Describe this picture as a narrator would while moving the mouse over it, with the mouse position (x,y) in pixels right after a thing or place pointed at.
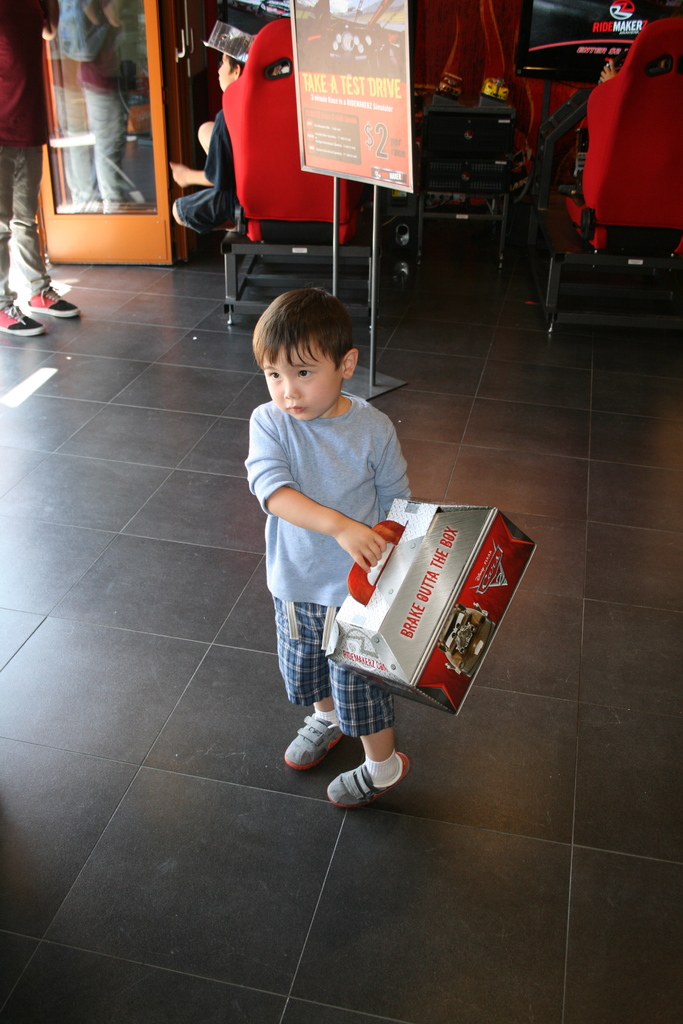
In the image there is a boy (305,639) standing on the floor (177,466) and holding some object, behind him there are two chairs (652,91) and two kids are playing some video games by sitting on the chairs (285,44), on the left side (42,114) there is a man (6,91) and behind the man (25,164) there is a door (119,218).
